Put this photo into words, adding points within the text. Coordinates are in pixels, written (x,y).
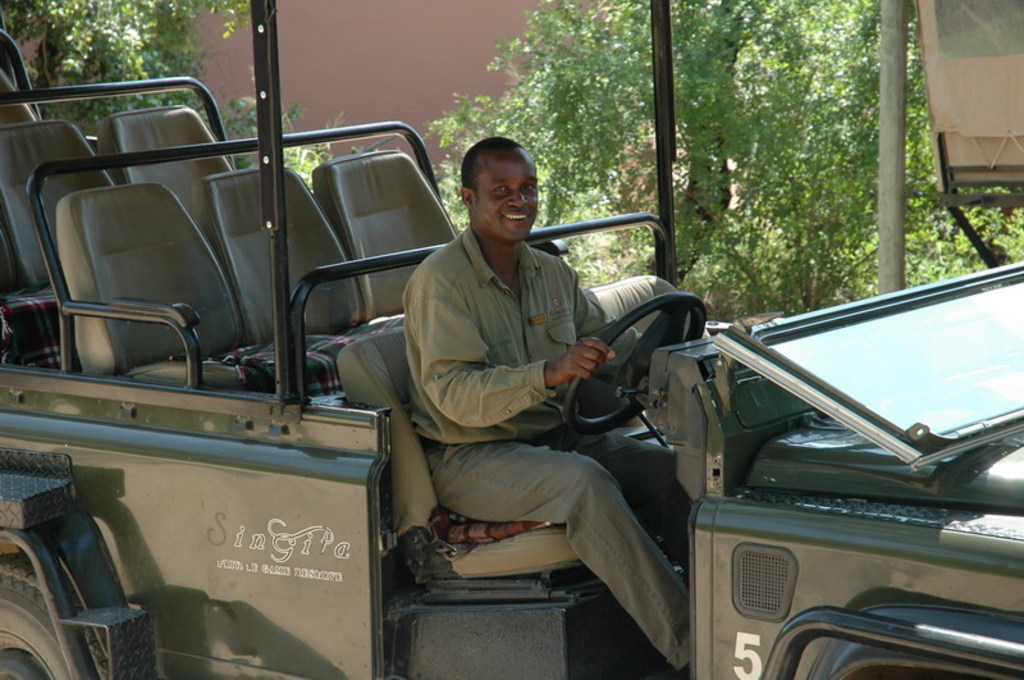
In this picture there is a man (454,309) sitting on a seat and smiling and holding a steering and we can see poles (670,104) and banner (970,32). In the background of the image (806,77) we can see leaves (561,139) and wall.
